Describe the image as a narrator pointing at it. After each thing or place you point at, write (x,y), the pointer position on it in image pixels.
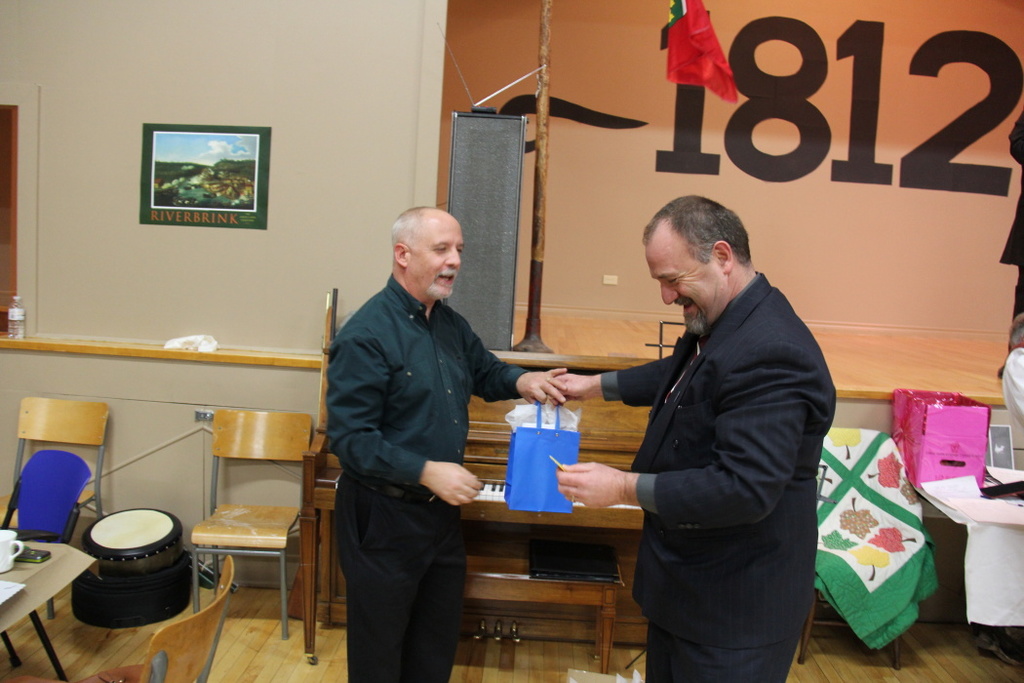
In this picture we can see two man (783,448) standing and carrying bag (526,428) in their hands (568,398) and they are smiling and in background (52,467) we can see chairs (282,451), mobile (41,552), cup (19,553) on table (58,570), bottle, frame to wall (364,90), speakers (472,131), flag (708,63), box (940,430), cloth (915,528), piano (625,530).
